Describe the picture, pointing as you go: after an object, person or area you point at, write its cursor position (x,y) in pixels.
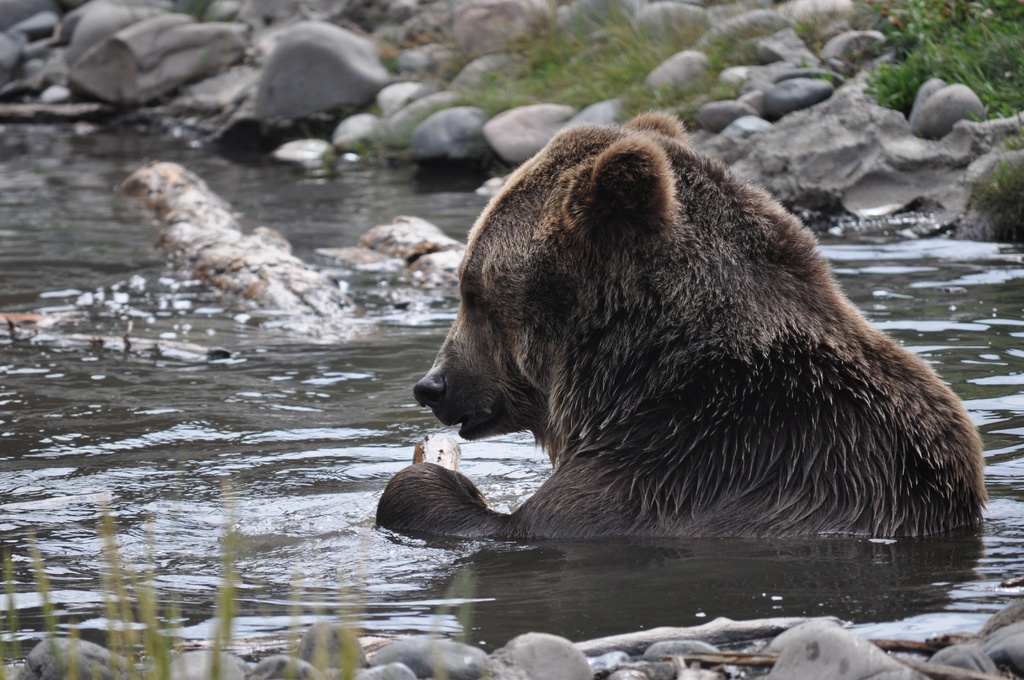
In this image we can see an animal (618,495). At the bottom (563,562) there is water (439,540) and we can see rocks (744,68). There is grass (582,56).
